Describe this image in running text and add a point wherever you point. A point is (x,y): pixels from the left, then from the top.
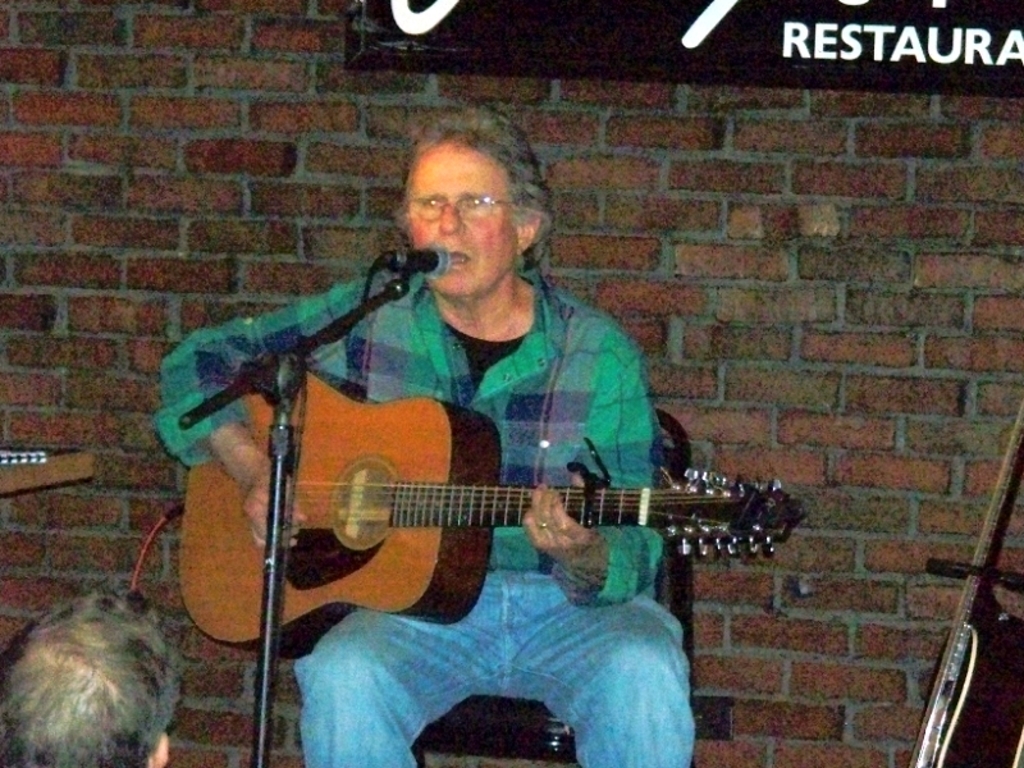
In the middle of the image (607,348) a man (494,167) is sitting on a chair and playing guitar (438,462) and singing and there's a microphone (435,253). Behind him there is a wall (990,170) on the wall (990,170) there is a board (641,69).
